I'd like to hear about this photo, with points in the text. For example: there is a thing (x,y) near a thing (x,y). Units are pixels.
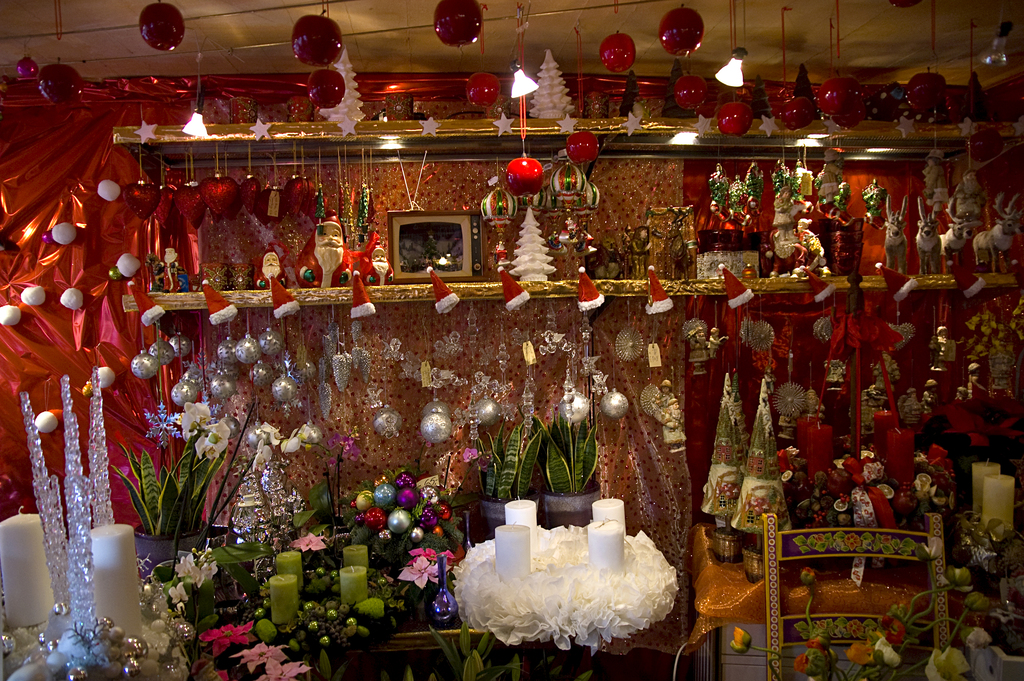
In this picture I can see balls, lights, plants (247,651), Christmas hats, toys (787,254) and some other objects (565,202).
